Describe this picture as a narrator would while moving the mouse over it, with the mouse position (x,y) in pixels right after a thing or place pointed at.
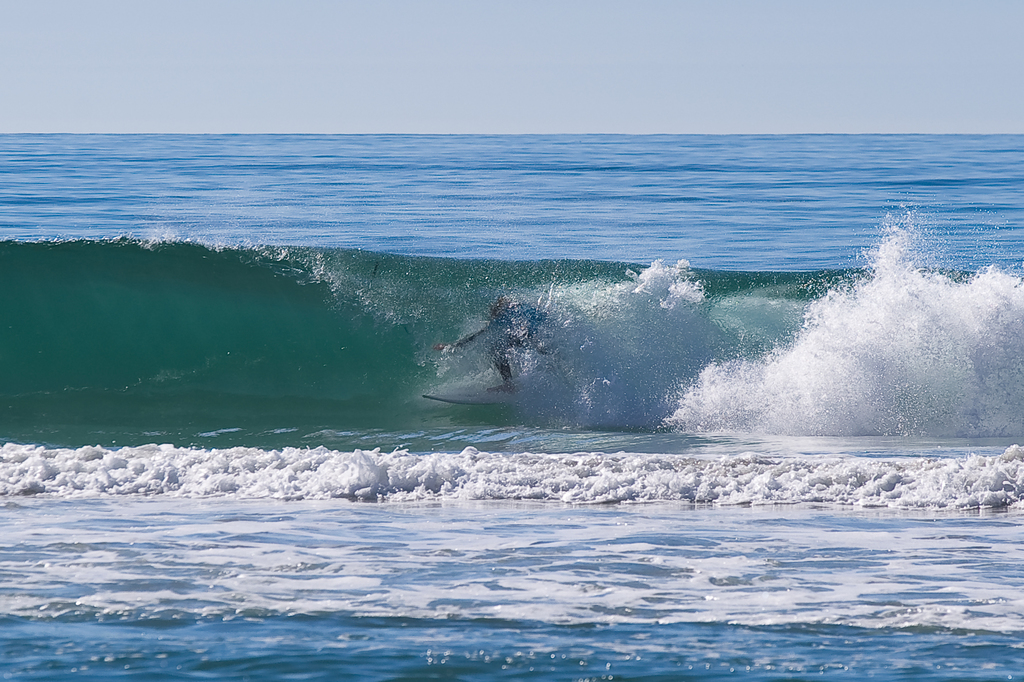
In this picture we can see a person (525,318) is surfing on the water (581,329).
